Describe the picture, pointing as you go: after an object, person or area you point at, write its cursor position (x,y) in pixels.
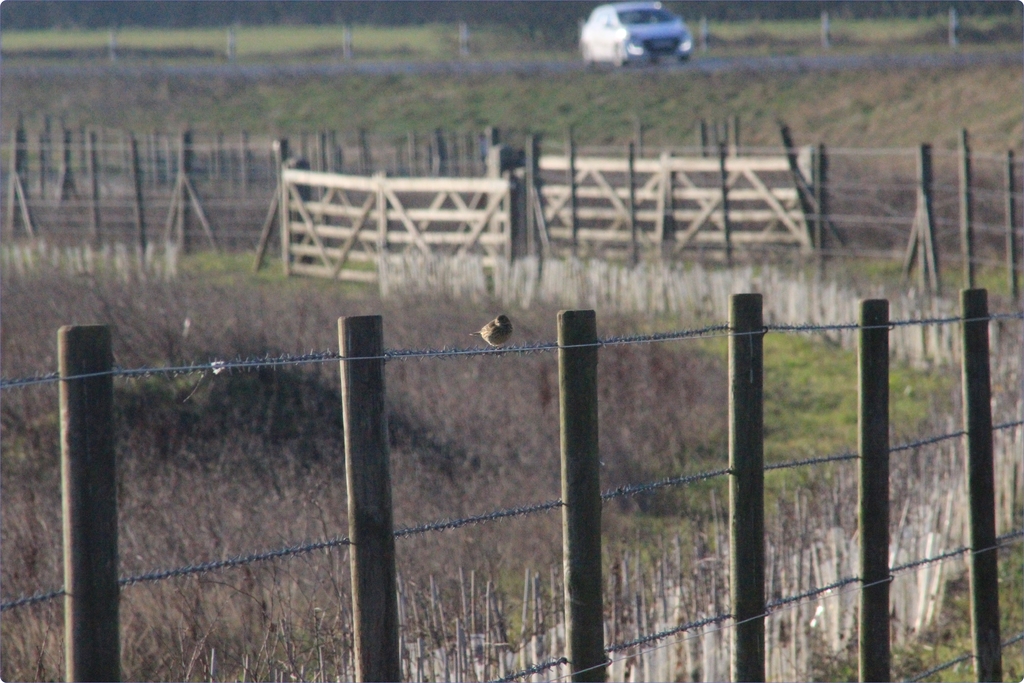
In this image we can see fences (185,184). At the bottom (291,522) there is grass (616,436). In the background (603,45) we can see a car (621,60) on the road (451,68).
